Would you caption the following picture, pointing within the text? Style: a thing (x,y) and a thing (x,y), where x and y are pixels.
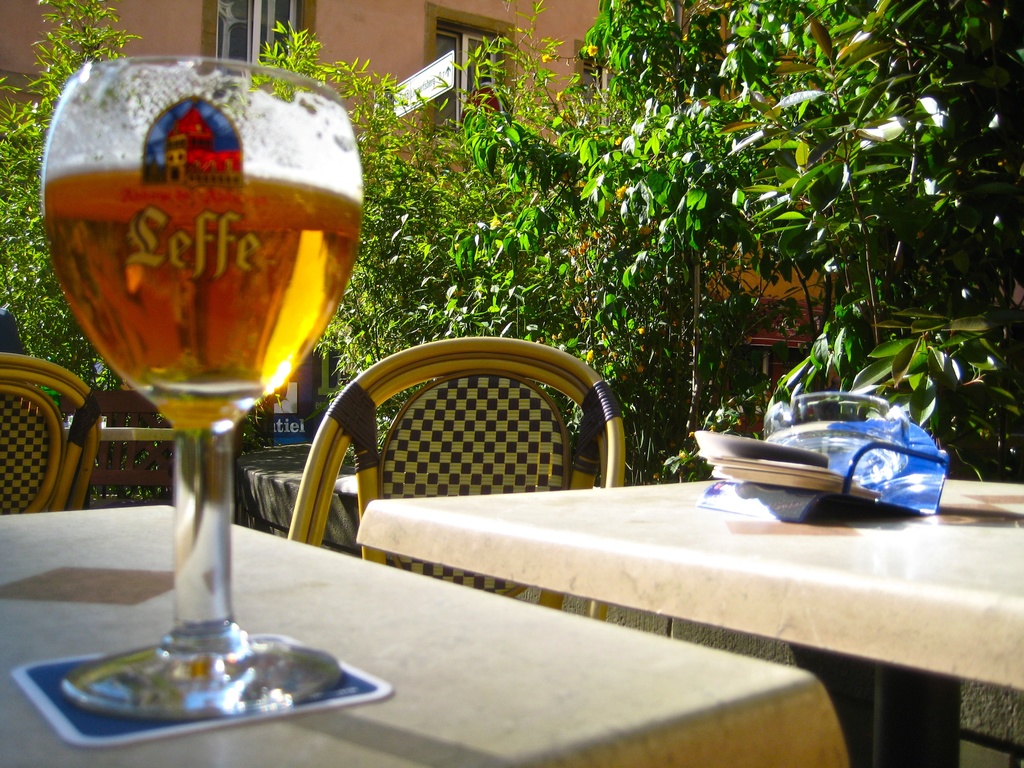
In this image I can see a wine glass (241,293) on the table (253,626). At the right (795,485) I can see something on the table (853,568). There are two chairs (475,416). The plants (636,278) are around these two tables (659,544) and I can see a building (573,68) behind the plants (578,93).
